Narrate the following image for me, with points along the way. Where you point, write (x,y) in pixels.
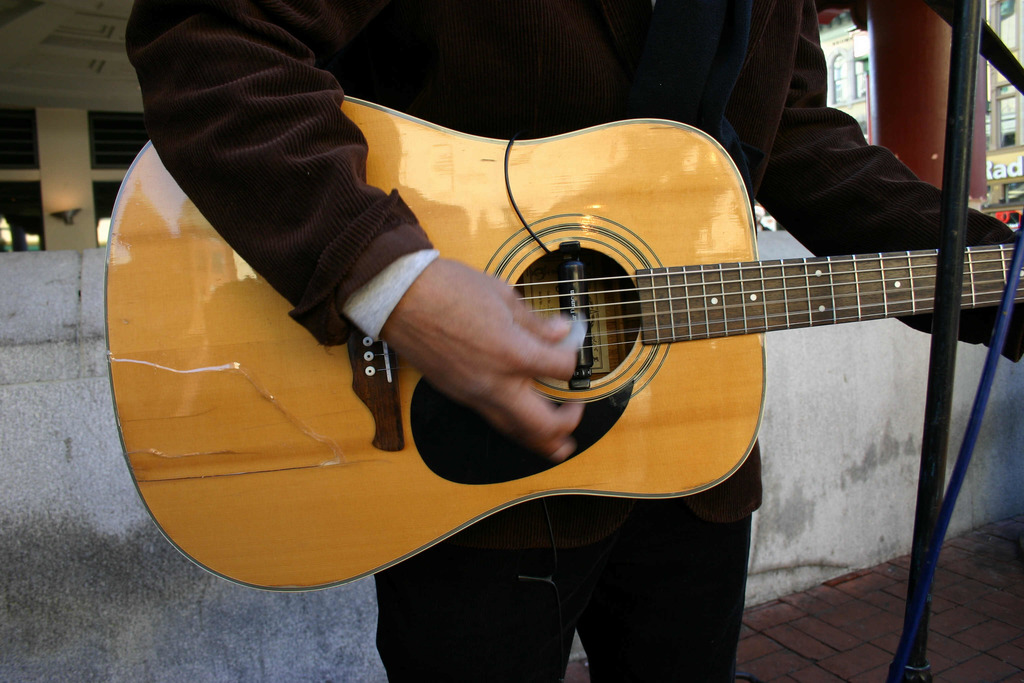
This guitar (343,363) is highlighted in this picture. A person (351,78) is playing a guitar (647,350). Far there is a building (856,46) with windows (846,77).
